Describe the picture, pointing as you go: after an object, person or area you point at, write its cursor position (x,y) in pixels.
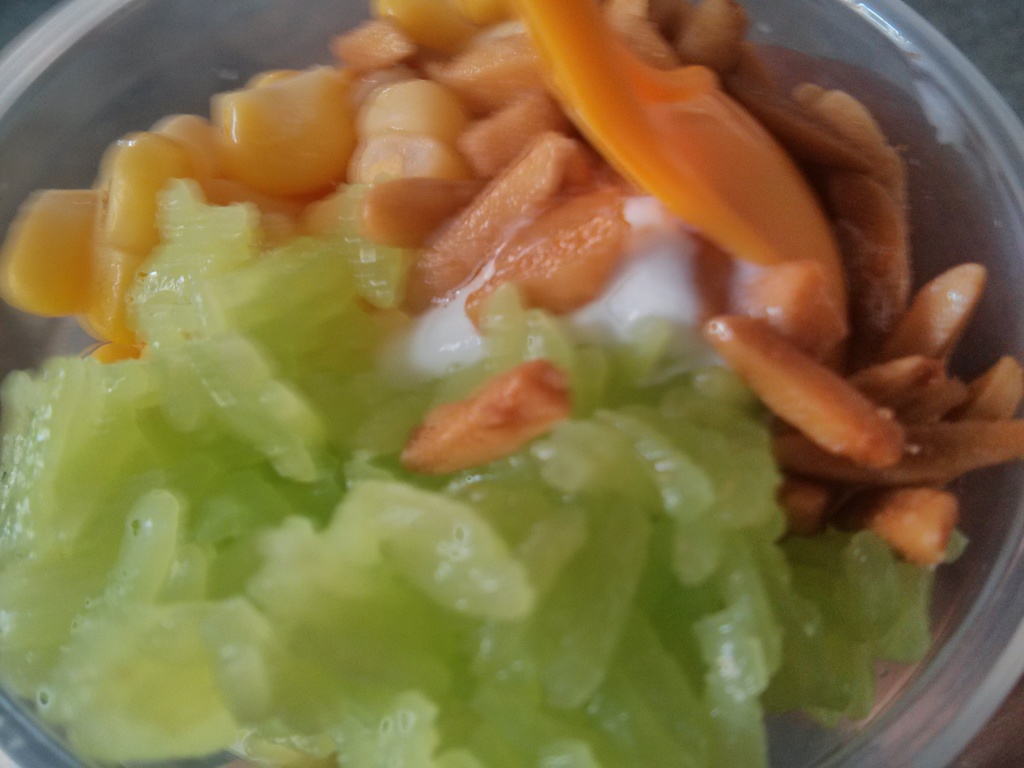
In this image, I can see a bowl (431,110) with a food item (697,245) in it.
